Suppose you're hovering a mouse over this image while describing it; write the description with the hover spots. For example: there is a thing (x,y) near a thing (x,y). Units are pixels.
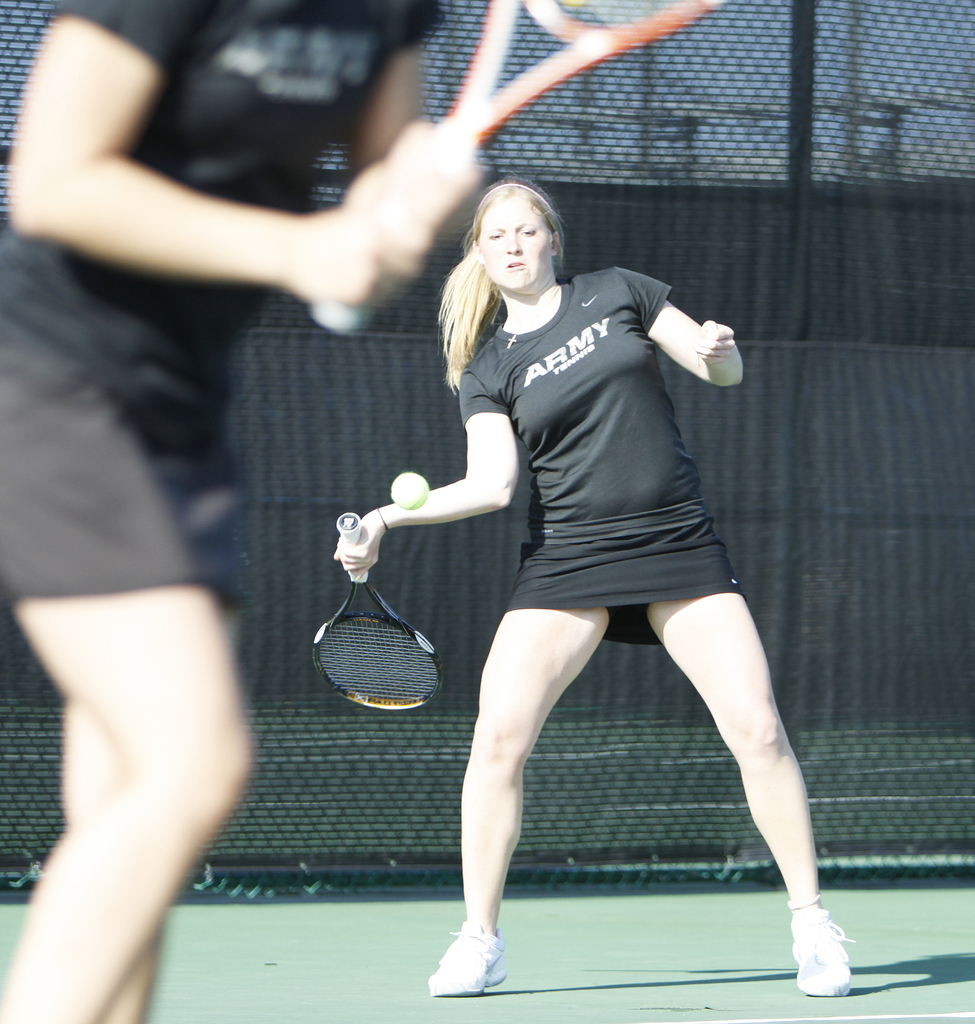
There are two women (530,436) in the court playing tennis with bats (352,524) in their hands (370,522), wearing black dress (566,489). In the background (771,444) there is a fence (763,397).
